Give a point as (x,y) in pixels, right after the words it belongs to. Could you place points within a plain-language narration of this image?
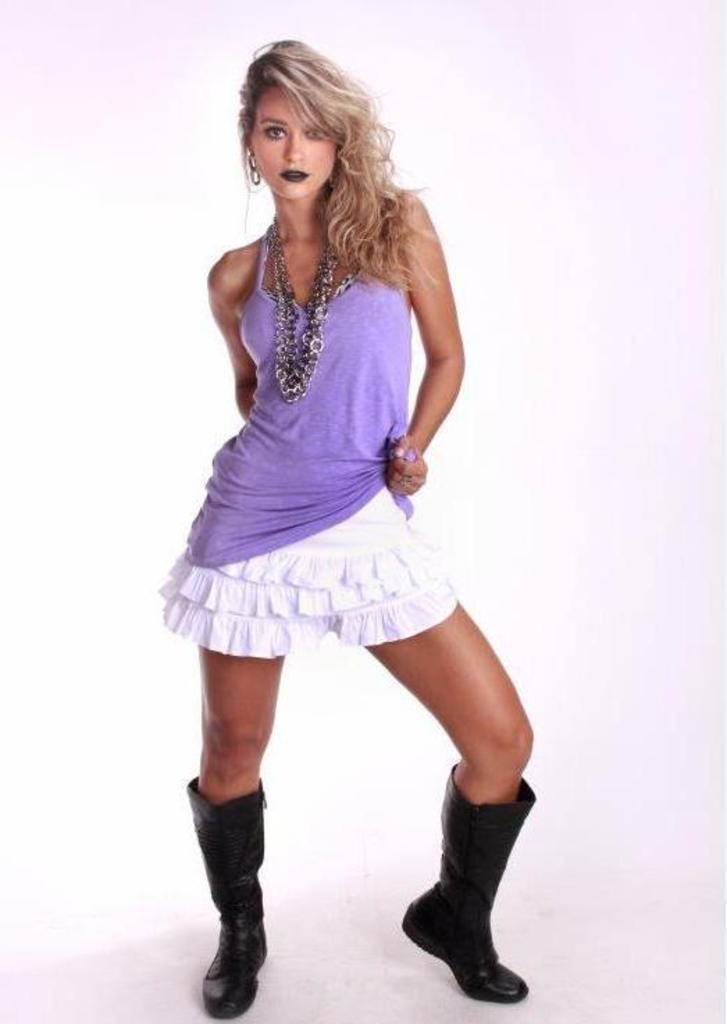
There is a woman (253,168) standing. In the background (347,840) it is white.
